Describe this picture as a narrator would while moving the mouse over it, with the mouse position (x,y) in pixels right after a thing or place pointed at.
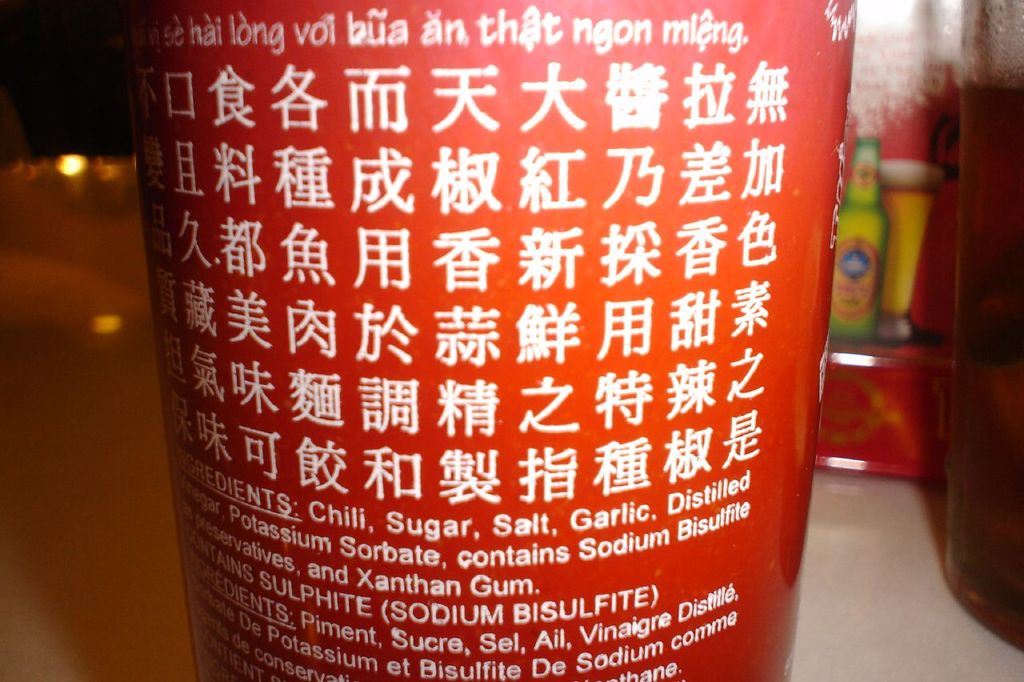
In this image in the front (460,369) there is an object (548,405) which is red in colour with some text (606,467) written on it and in the background (902,267) there is a poster (879,224). On the right side (996,238) there is a glass (1000,217).
